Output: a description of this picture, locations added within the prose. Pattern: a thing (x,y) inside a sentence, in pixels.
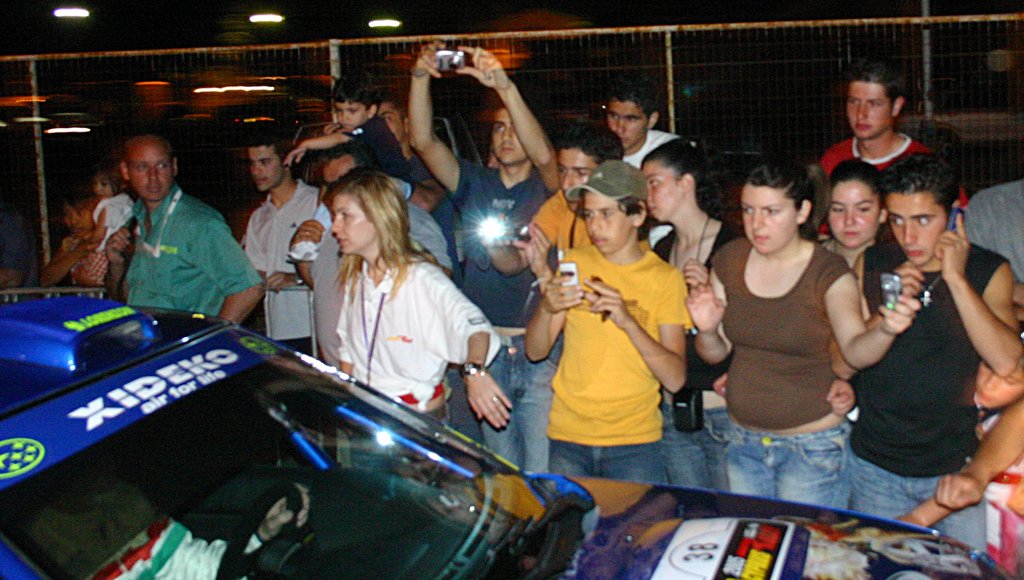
In this image there are few people (663,297) in front of the fence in which few of them are holding mobile phone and cameras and capturing photos, there is a person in the vehicle (447,452) and some lights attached to the roof (327,33).
